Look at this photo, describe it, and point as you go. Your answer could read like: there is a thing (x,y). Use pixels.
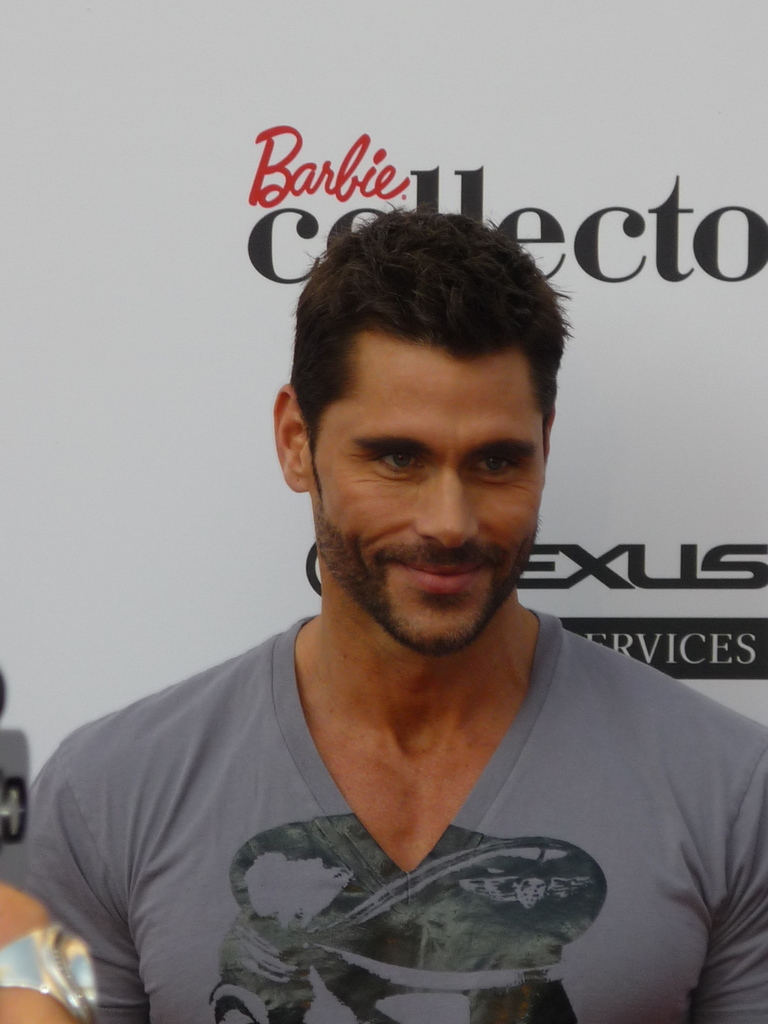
In the picture we can see a man (211,1013) standing with a gray color T-shirt (58,788) and he is smiling and behind him we can see a white color banner (130,178) with some advertisement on it.
